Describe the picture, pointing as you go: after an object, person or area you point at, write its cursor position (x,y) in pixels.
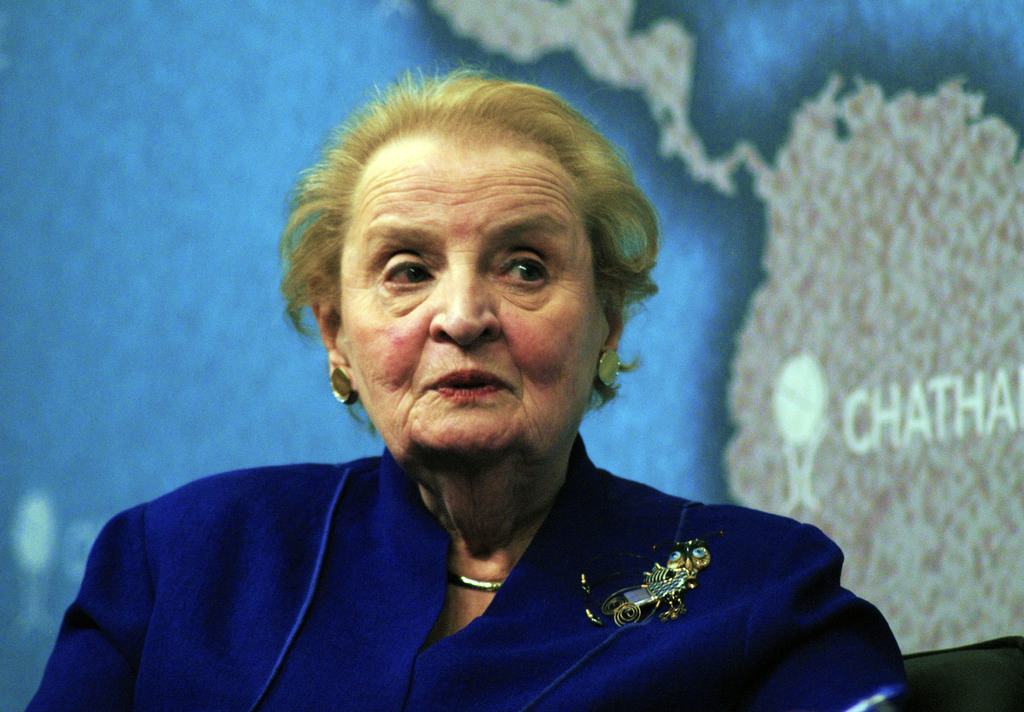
In the image we can see there is a woman (585,538). Behind on the wall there is a poster (836,217) of a map (835,199).
